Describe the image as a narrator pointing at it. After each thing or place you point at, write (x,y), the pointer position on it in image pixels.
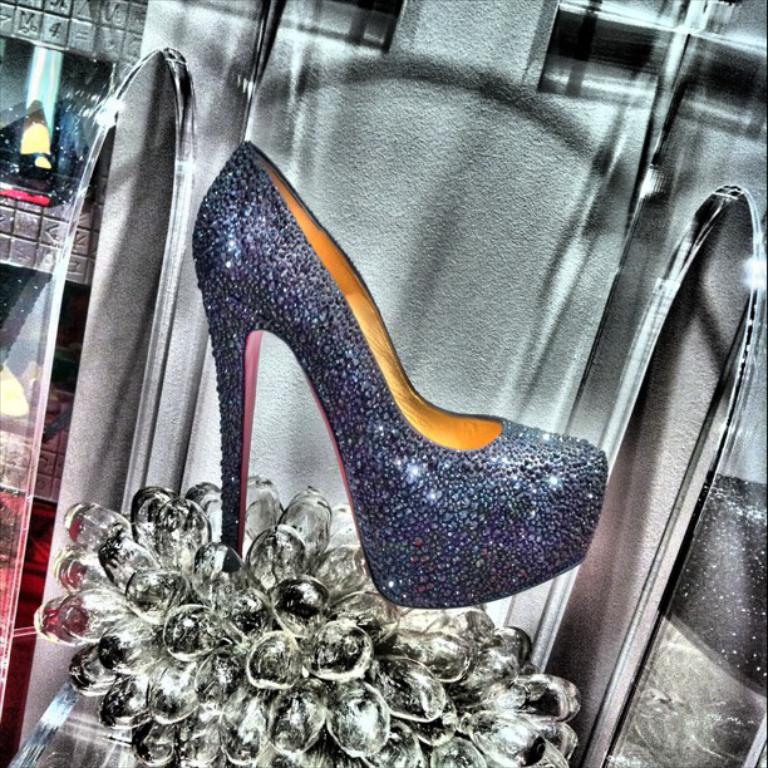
In this image we can see a footwear (356,395) on an object (294,534) on a platform (130,756). There are mirrors (79,137) and objects (64,6).
